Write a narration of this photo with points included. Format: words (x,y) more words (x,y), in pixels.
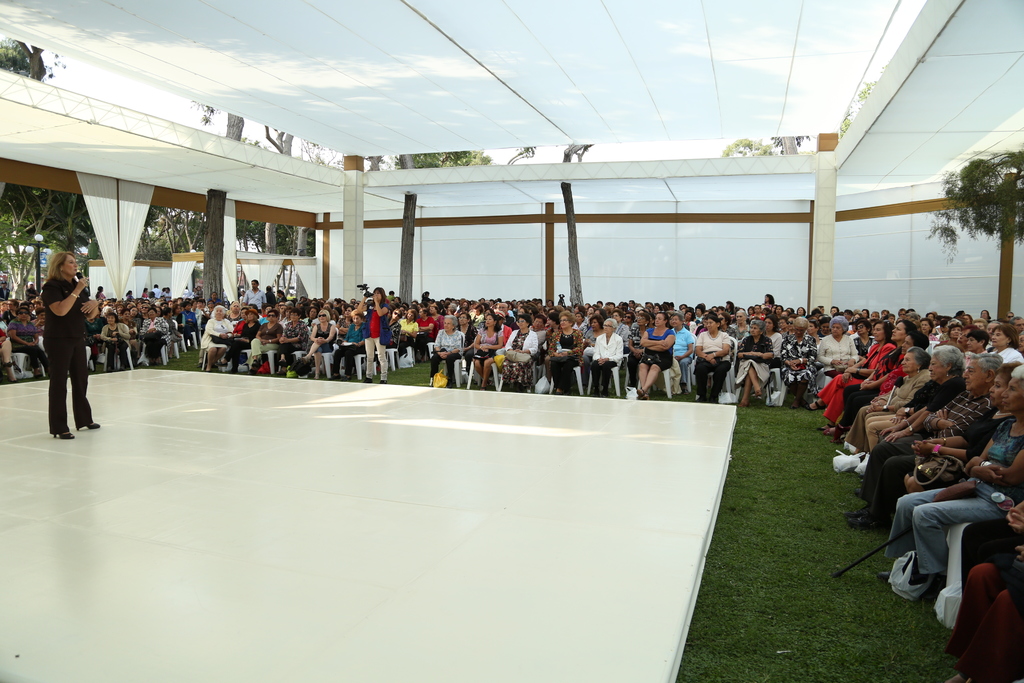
In this picture we can see a woman (71,359) standing and holding a mike (83,279), there is a stage (440,587) here, we can see some people (544,346) sitting on chairs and looking at this woman (74,317), at the bottom (734,622) there is grass (773,632), we can see some pillars (816,262) here, in the background (271,229) there are some trees (93,239), we can see cloth (133,226) here.
